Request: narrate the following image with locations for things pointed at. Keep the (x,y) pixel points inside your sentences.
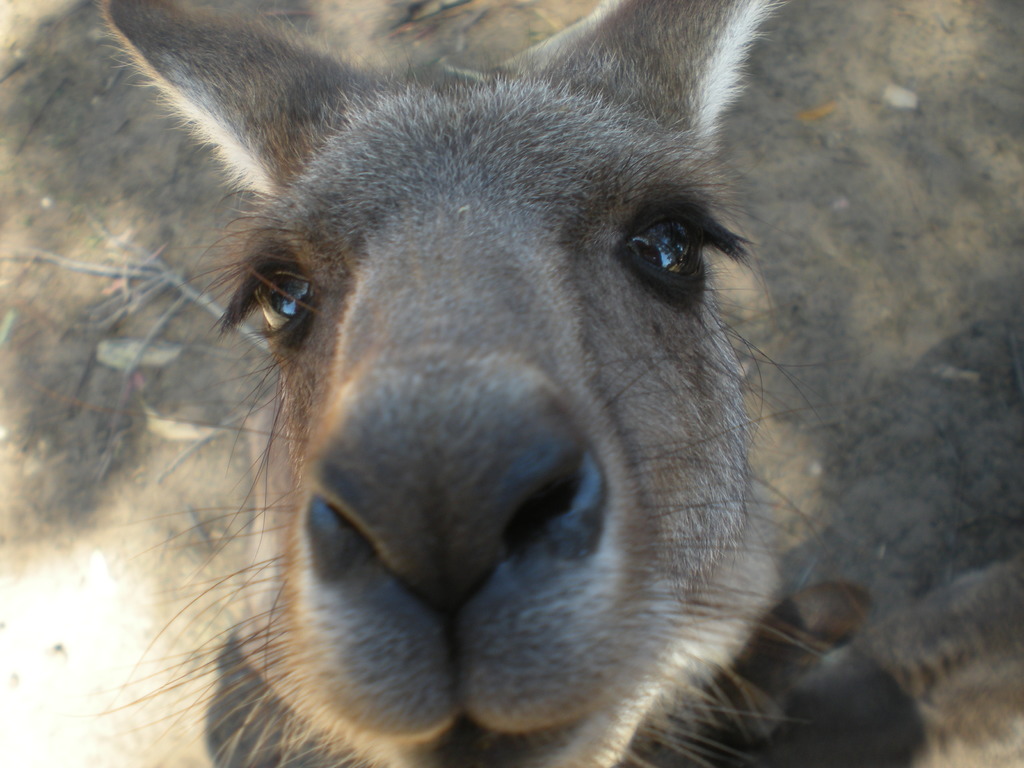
In the center of the image (655,464) we can see a kangaroo (429,543). In the background (867,212) there is ground (76,397).
